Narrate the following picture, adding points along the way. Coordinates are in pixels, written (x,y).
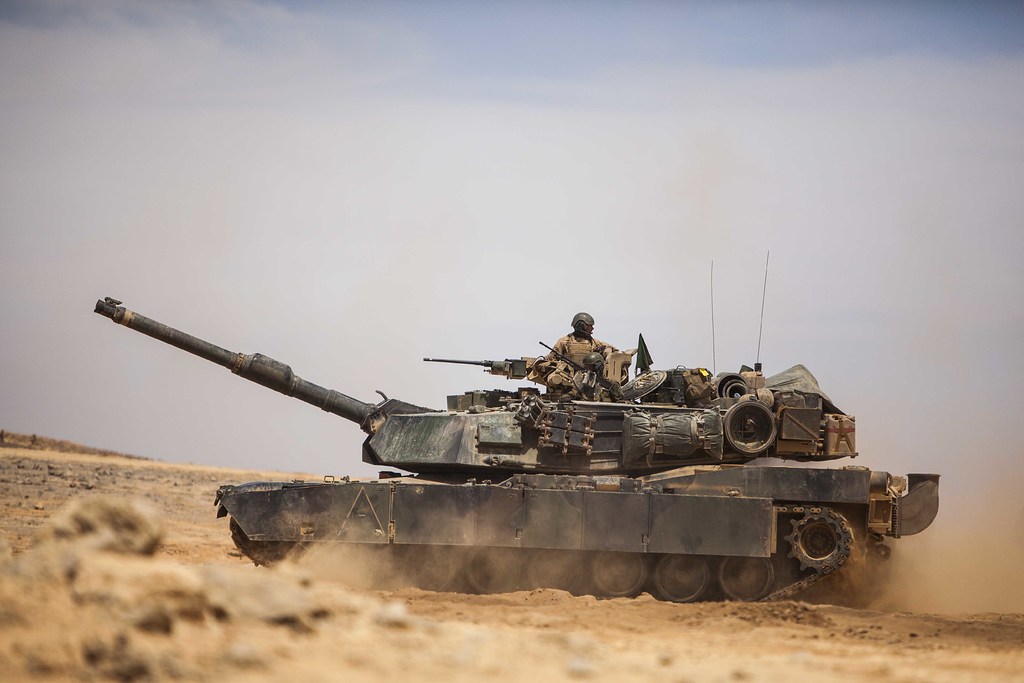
In this picture we can see a tank (602,538) on the ground (110,498) with a person (575,359) on it. In the background (204,202) we can see the sky (418,397).
